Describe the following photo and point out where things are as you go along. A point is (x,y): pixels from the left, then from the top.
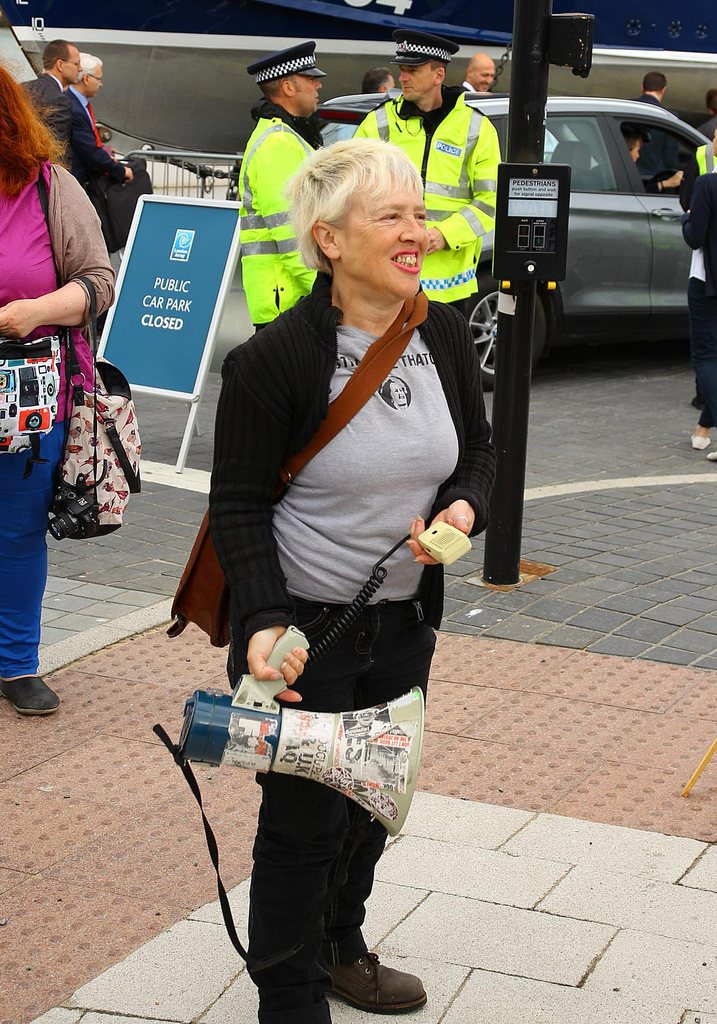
In this picture we can see a woman (267,619) who is holding a speaker (388,721) with her hand (297,670). Here we can see some persons (11,192) standing on the road (589,590). There is a pole (548,18). And she is carrying her bag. This is car (568,107) and there is a board (177,317).
